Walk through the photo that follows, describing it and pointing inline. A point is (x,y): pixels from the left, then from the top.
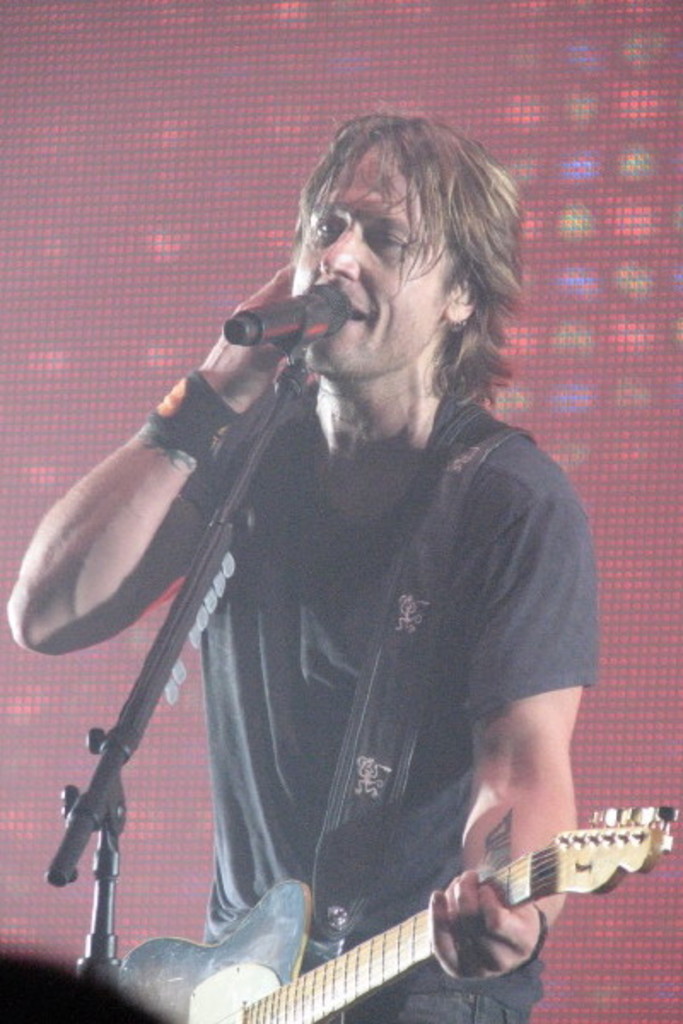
In this picture there is a man (347,482) who is wearing t-shirt (334,701) and holding a guitar (398,973). He is singing on the mic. In the back (593,407) I can see the screen (637,393) or banner (573,398).
